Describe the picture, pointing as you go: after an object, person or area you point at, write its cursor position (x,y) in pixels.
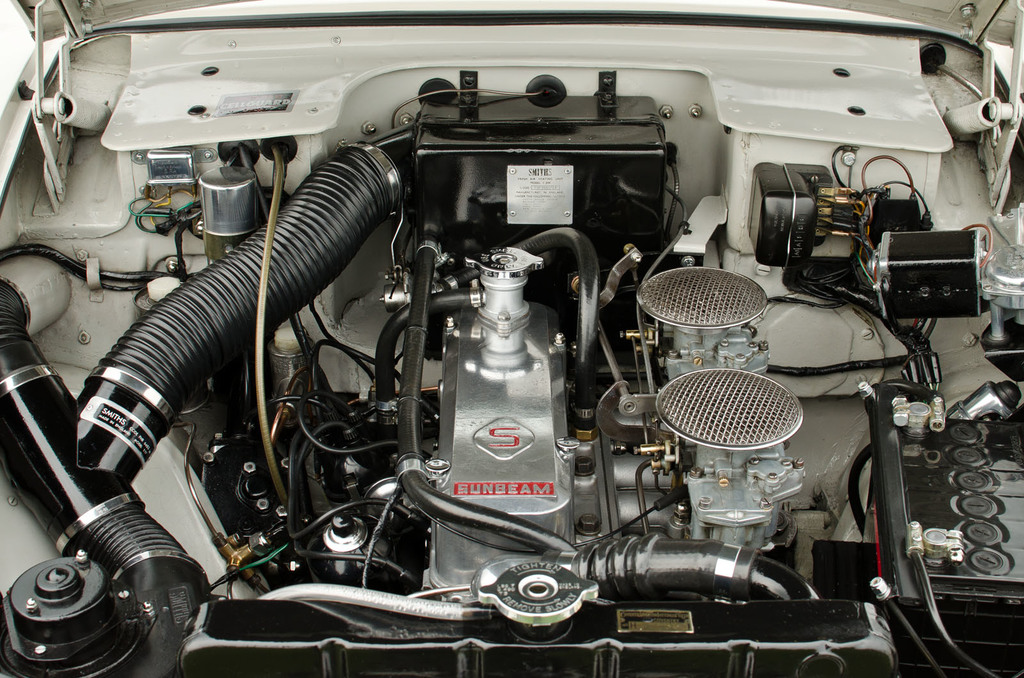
In this image we can see an engine (663,417) of a car (460,384) with some pipes (193,331), cables (293,511), a radiator (608,601) with lid (535,611) and a mesh (741,377).
